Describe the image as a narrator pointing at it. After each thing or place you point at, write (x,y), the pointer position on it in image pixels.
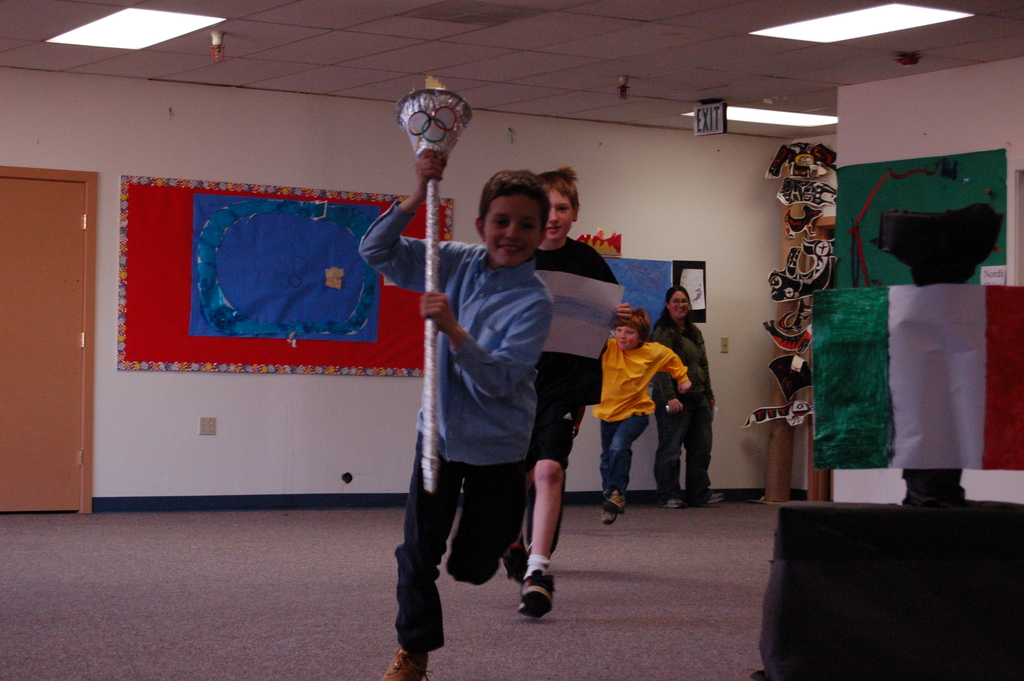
In this image there are three persons (505,383) running, there are persons (493,373) holding objects (433,124), there is a person (679,440) holding an object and standing, there is a wall (269,438), there is a board (415,223), there is a door (75,325) truncated towards the left of the image (49,335), there is an object (925,415) truncated towards the right of the image (931,341), there is the roof (638,51), there are lights (864,27), there is text (700,110) on the board (704,109), there are objects (798,315) on the ground (722,535).
